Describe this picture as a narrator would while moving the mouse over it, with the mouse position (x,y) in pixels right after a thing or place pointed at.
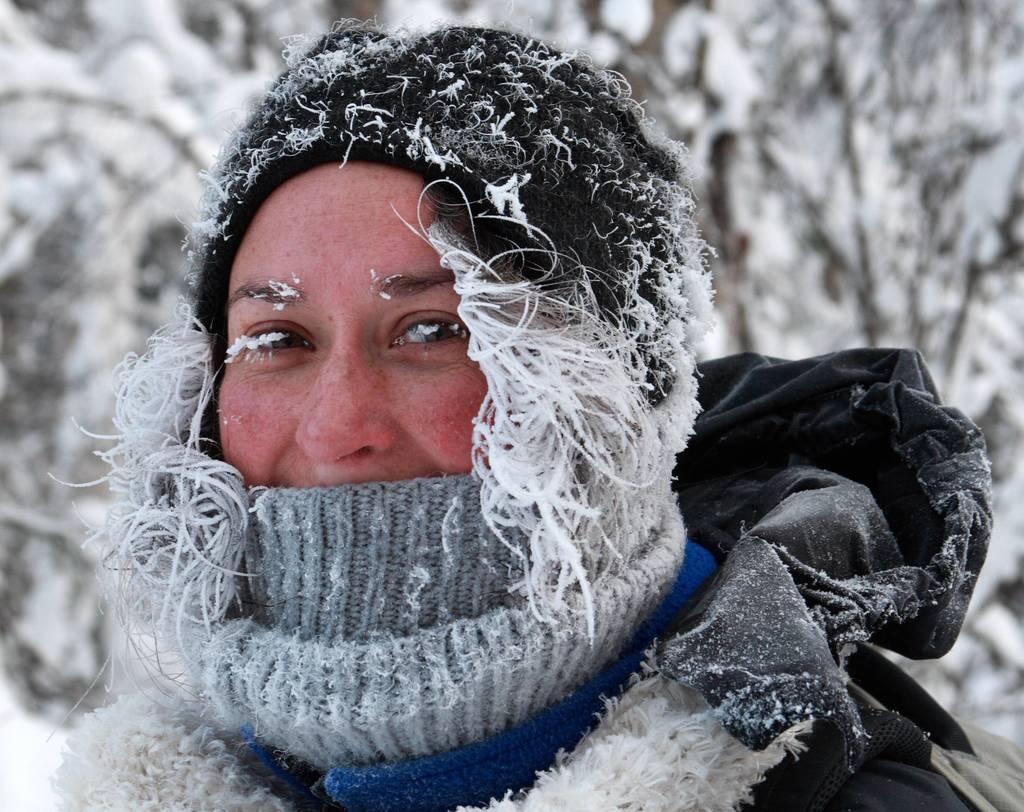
In the image we can see a woman (596,593) wearing clothes (515,612) and cap (447,118). Here we can see the snow (23,761) and the background (788,291) is blurred.
